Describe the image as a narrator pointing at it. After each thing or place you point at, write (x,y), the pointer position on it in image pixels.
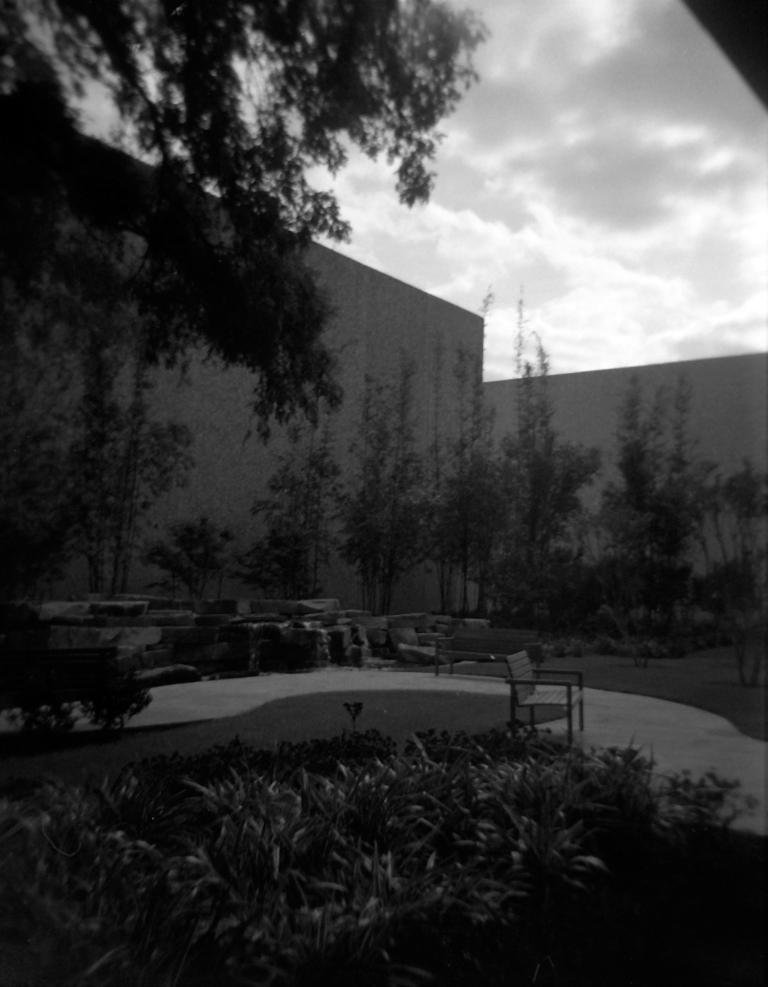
In this picture I can see trees (310,517), plants (474,781) and walls (396,381). In the background (575,241) I can see sky (604,181). This picture is black and white in color.
